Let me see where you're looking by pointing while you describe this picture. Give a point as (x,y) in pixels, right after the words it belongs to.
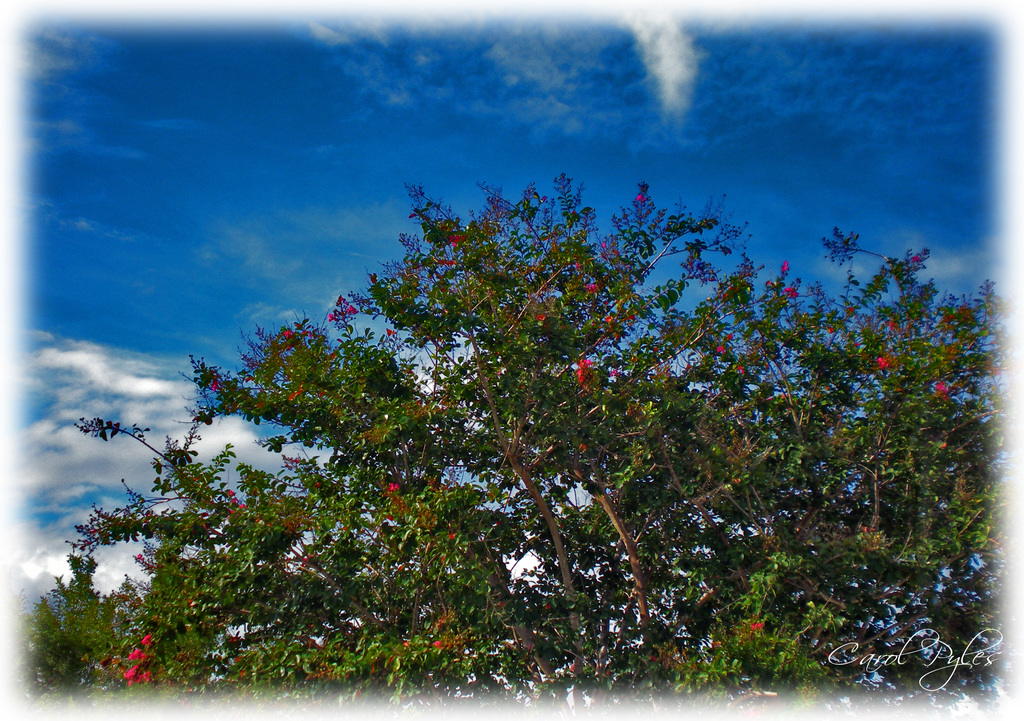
This image is clicked outside. There is a tree (489,547) in the middle (448,458). There is sky (419,90) at the top (257,160).
